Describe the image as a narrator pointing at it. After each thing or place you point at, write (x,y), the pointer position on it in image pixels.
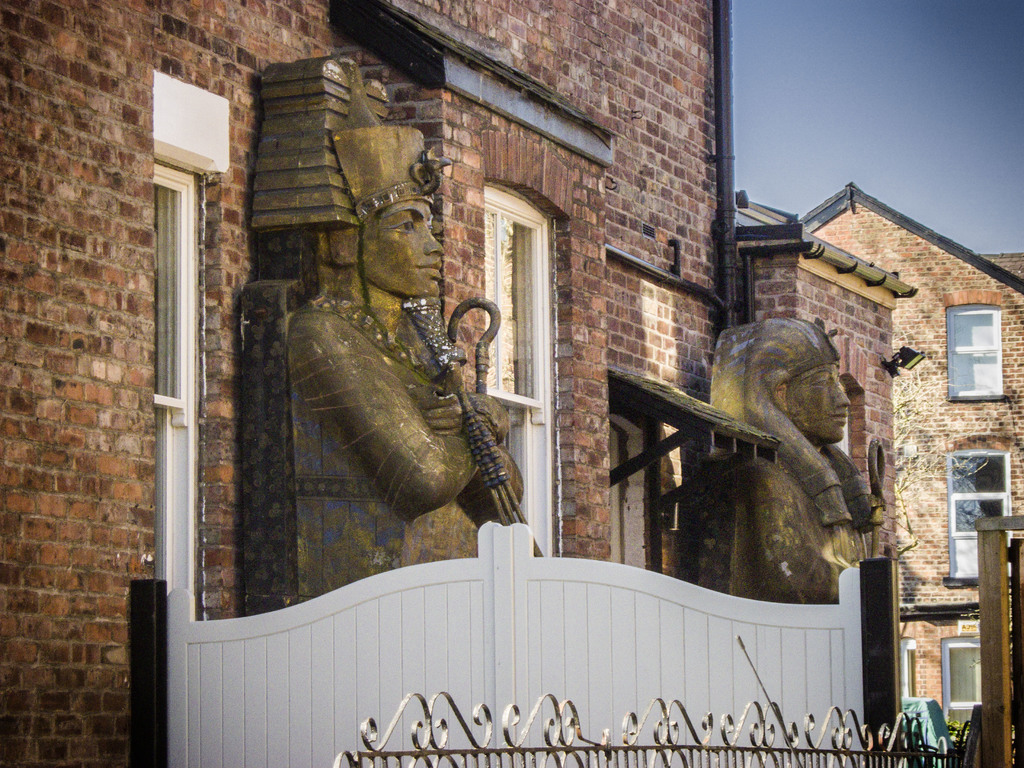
This image consists of buildings (37,414). There are statues (782,523) on buildings (628,448). There is sky (924,13) at the top (792,116).
